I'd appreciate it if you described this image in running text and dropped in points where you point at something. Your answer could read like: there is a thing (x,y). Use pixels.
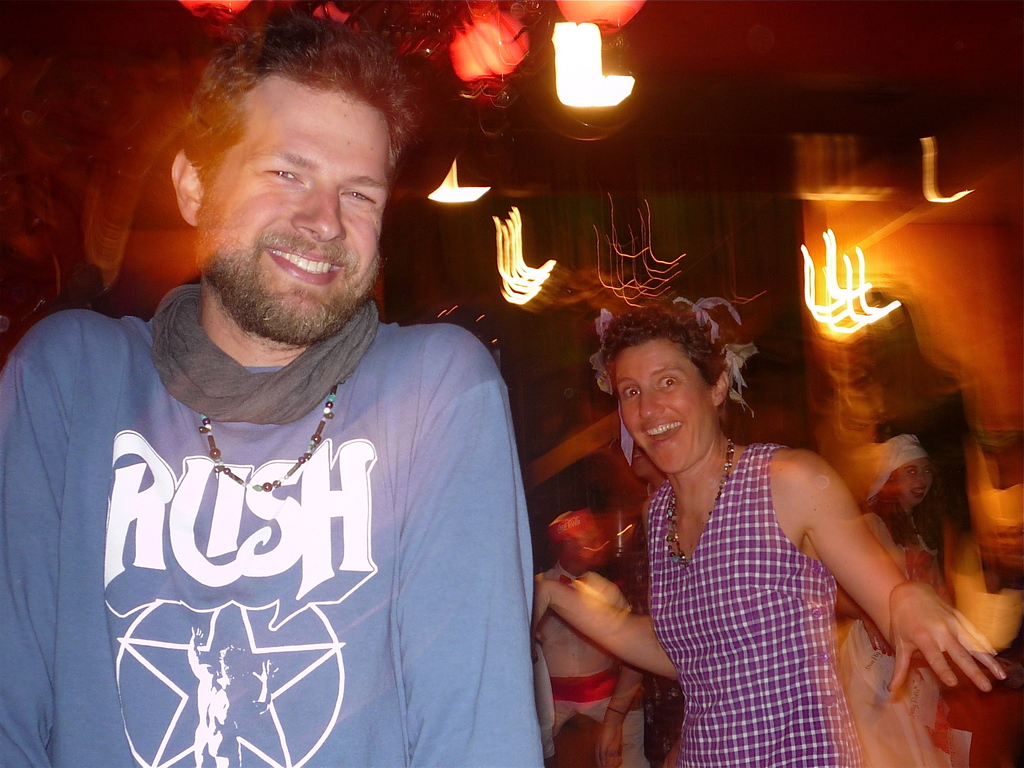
In this image we can see a man (286,527) and a woman (541,578) standing. On the backside (555,643) we can see some people (555,643) and lights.
